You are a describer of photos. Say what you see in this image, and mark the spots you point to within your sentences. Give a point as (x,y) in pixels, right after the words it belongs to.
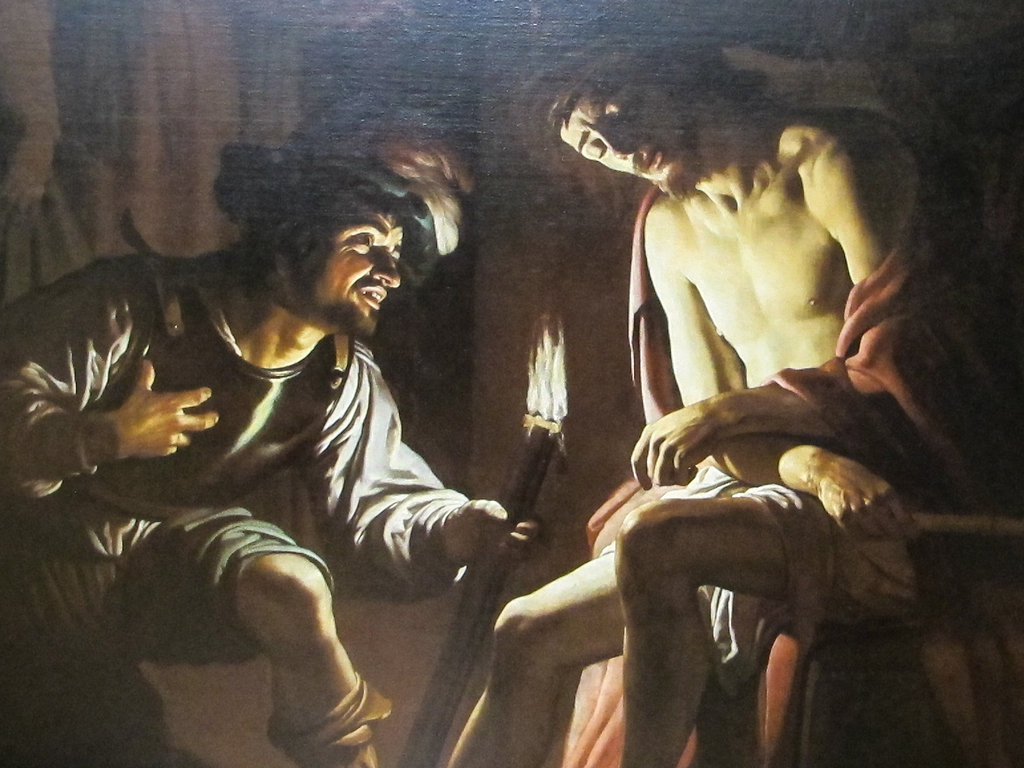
In this image, It is a painting of a man (831,512) sitting and another person (195,481) holding a torch fire (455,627).
